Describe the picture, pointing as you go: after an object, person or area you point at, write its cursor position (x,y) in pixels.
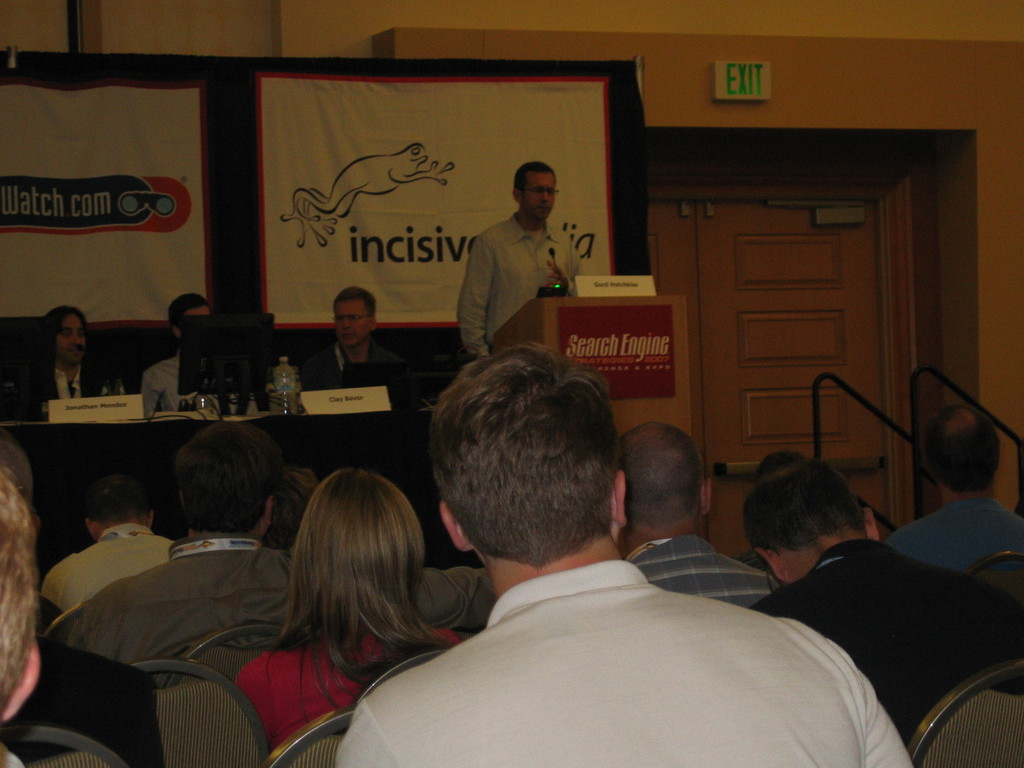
At the top of the image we can see persons (177,342) sitting on the benches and a table (181,417) is placed in front of them. On the table (206,415) there are laptop (248,364), water bottle (291,403) and name boards (379,403). Beside the persons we can see a man (532,262) standing at the podium (584,327) and advertisements (193,211) on his back. At the bottom of the image (282,550) we can see persons (368,608) sitting on the chairs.
